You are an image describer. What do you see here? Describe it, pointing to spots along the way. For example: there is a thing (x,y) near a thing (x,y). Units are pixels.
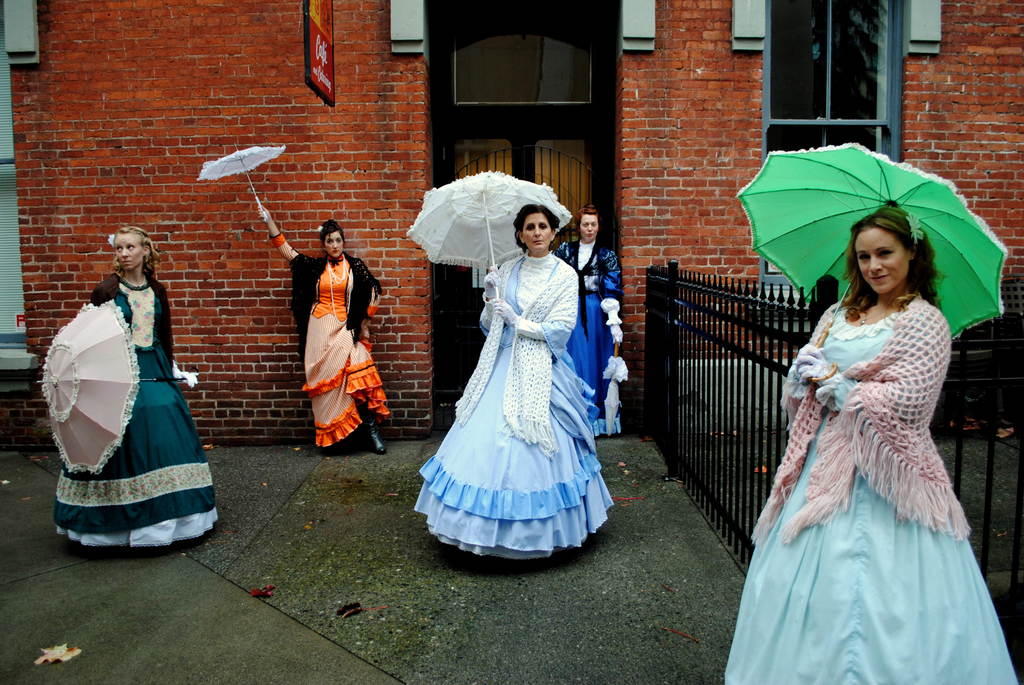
In this image there are a few woman (516,401) standing, holding umbrella (787,258) in their hands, behind them there is a building (638,260).
